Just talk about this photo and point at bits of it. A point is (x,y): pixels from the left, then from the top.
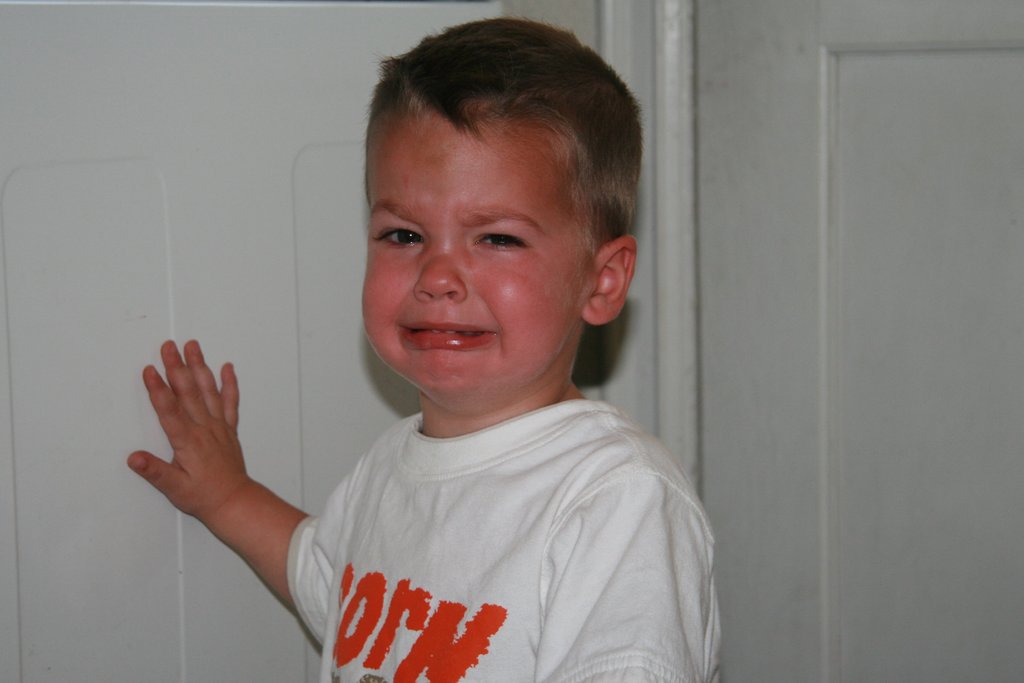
In this image, we can see a boy (487,323) crying and in the background (134,132), there is a wall (740,215).
